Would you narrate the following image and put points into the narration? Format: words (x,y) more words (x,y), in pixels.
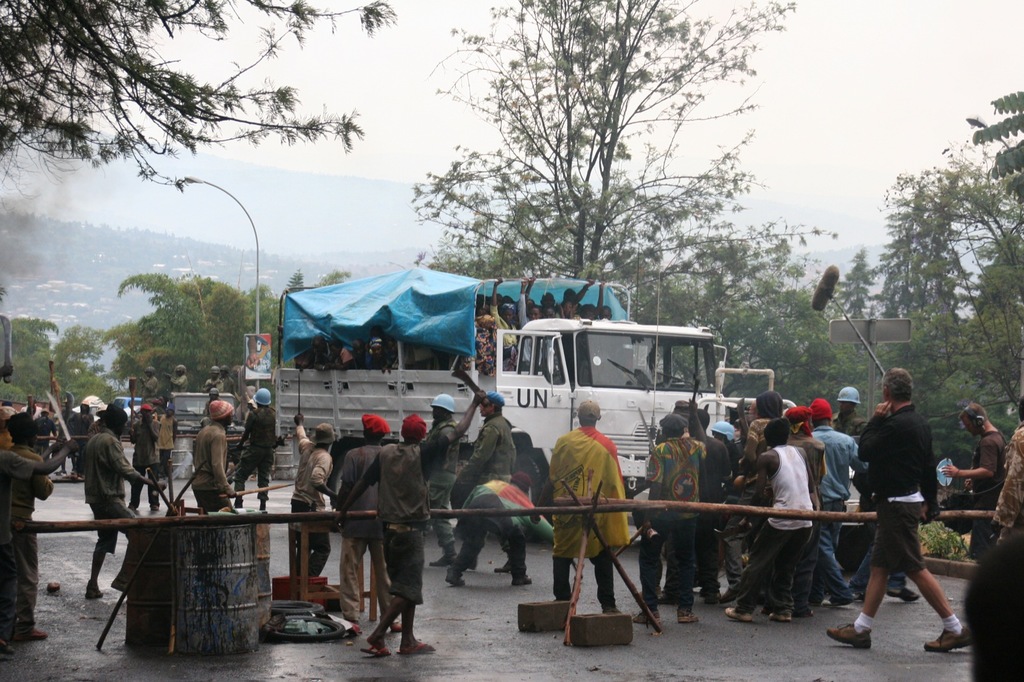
There is a group of people (415,509) and a truck (540,396) present at the bottom of this image (907,463). We can see trees (663,299) in the background (129,327) and the sky (422,135) is at the top of this image (466,65).
